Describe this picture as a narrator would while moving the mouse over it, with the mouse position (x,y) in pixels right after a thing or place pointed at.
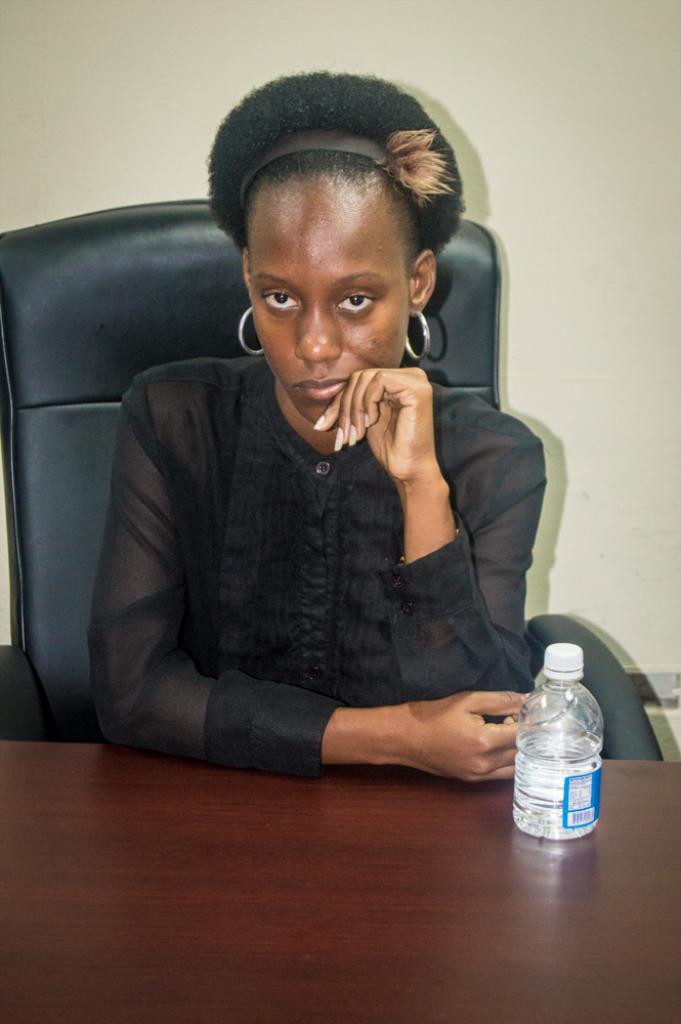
She is sitting on a chair (469,275). There is a table (509,843). There is a bottle (539,747) on a table (509,830). The bottle (567,815) has a sticker (598,805). She is wearing a ear rings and ribbon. We can see in background (584,222) white color wall (570,149).
